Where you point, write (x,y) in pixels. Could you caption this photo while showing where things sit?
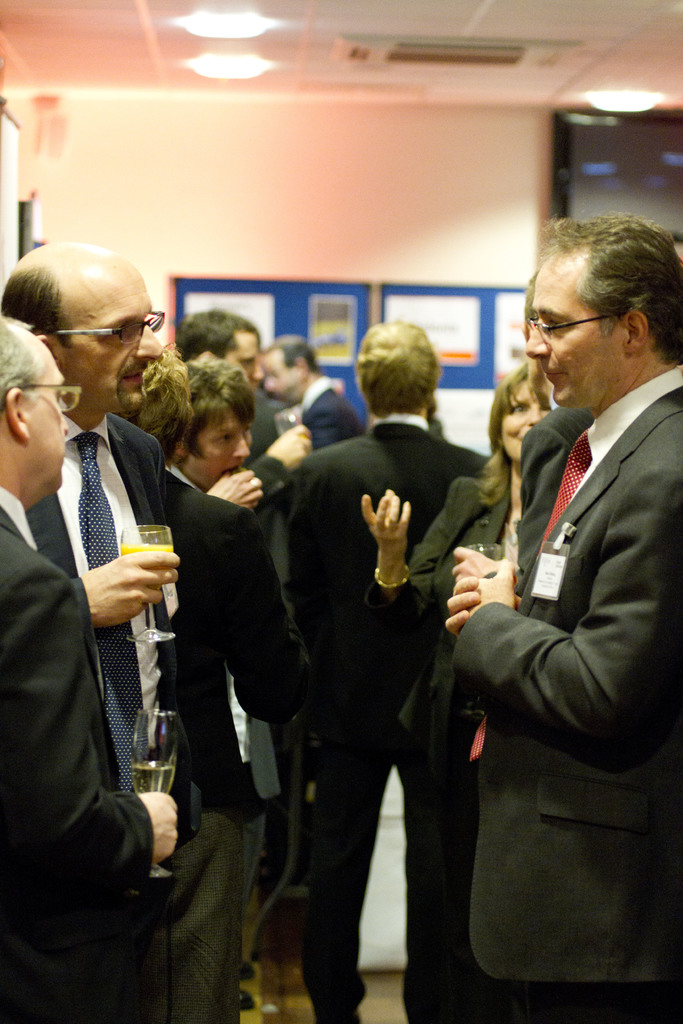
In this image in front (63,679) there are people (522,901) standing on the floor (386,994). Behind them there is a board (280,299) with posters (337,320) on it which is attached to the wall (315,193). On top of the image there are lights (647,93).
